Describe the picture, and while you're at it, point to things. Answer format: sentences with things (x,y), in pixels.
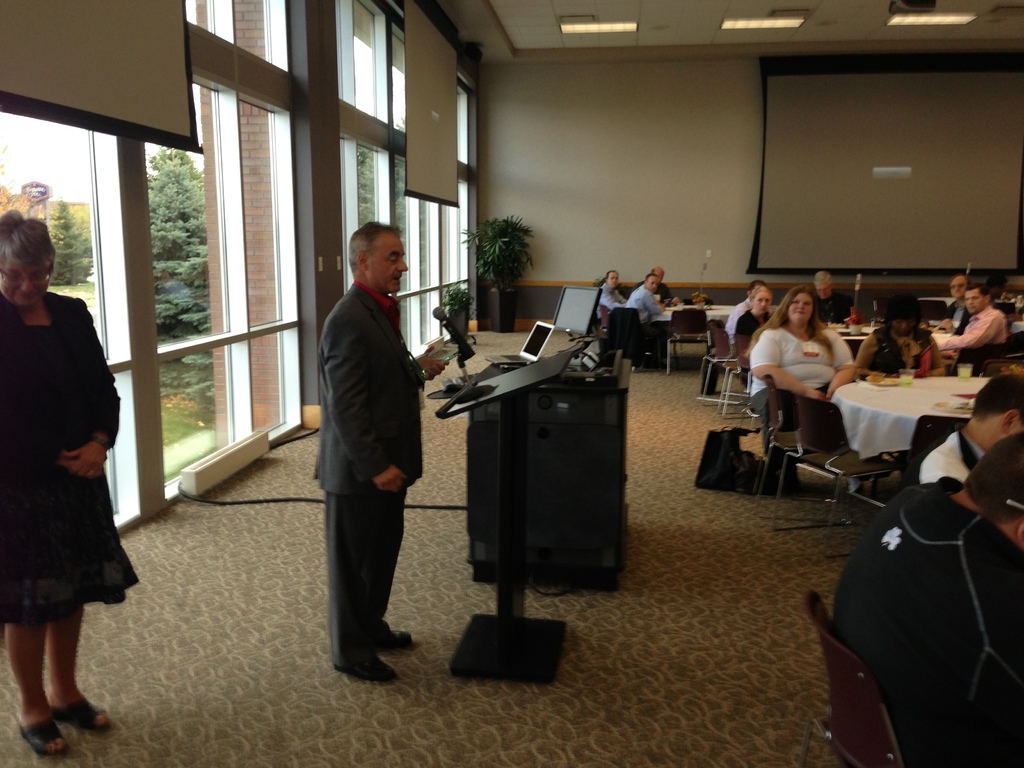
In this image, there are a few people (345,561). Among them, we can see some people (788,383) sitting on chairs (693,322). We can see some tables (869,389) covered with a cloth (903,403) and some objects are placed on it. We can see the podium (509,404) and a microphone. We can see a black colored object (588,413) with some devices (525,357) on it. We can see some plants (490,267) in pots (492,295). We can see some screens (875,249) and some glass (177,394). There are a few trees (176,304). We can also see the sky (71,168).
